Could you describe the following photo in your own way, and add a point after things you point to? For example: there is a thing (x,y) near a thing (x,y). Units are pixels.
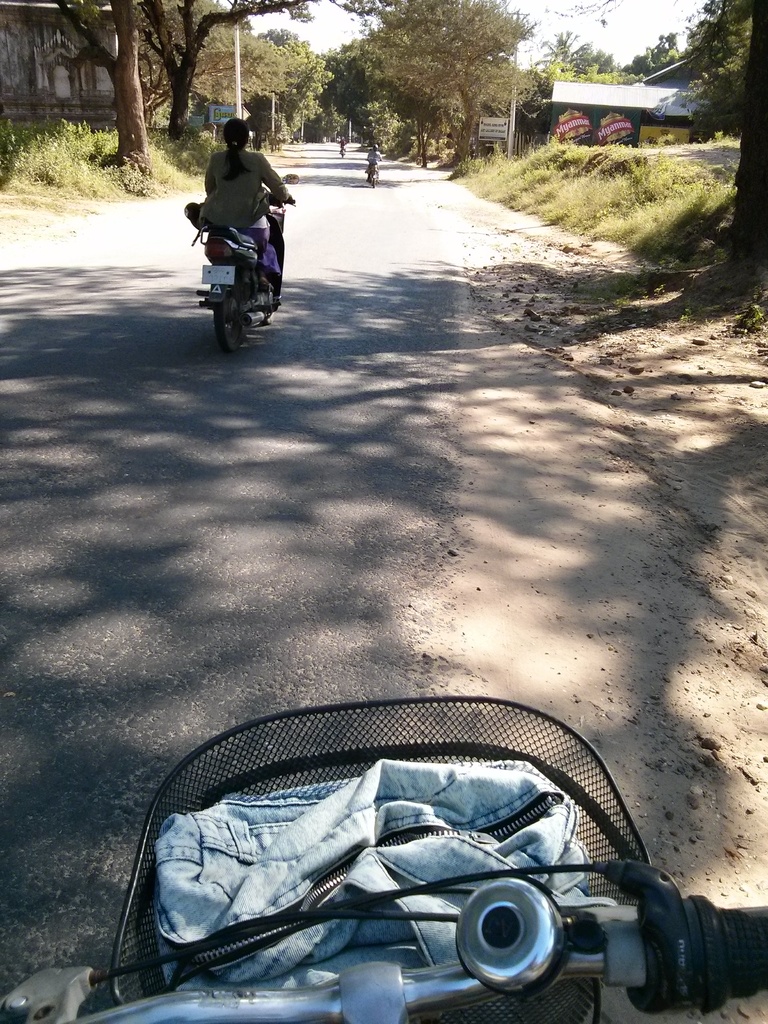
This image is clicked on the road (255,558). There is a person (253,187) riding a motorbike (227,310) on the road (315,207). in the background (375,157) there are few persons (344,142). On the either sides of the road (345,156) there are plants (539,190), trees (197,97) and grass (601,202). There are buildings (74,74) in the background (614,97). At the bottom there is a basket (347,841) of a cycle (51,988). There is a jacket (303,854) in the basket (303,854).
